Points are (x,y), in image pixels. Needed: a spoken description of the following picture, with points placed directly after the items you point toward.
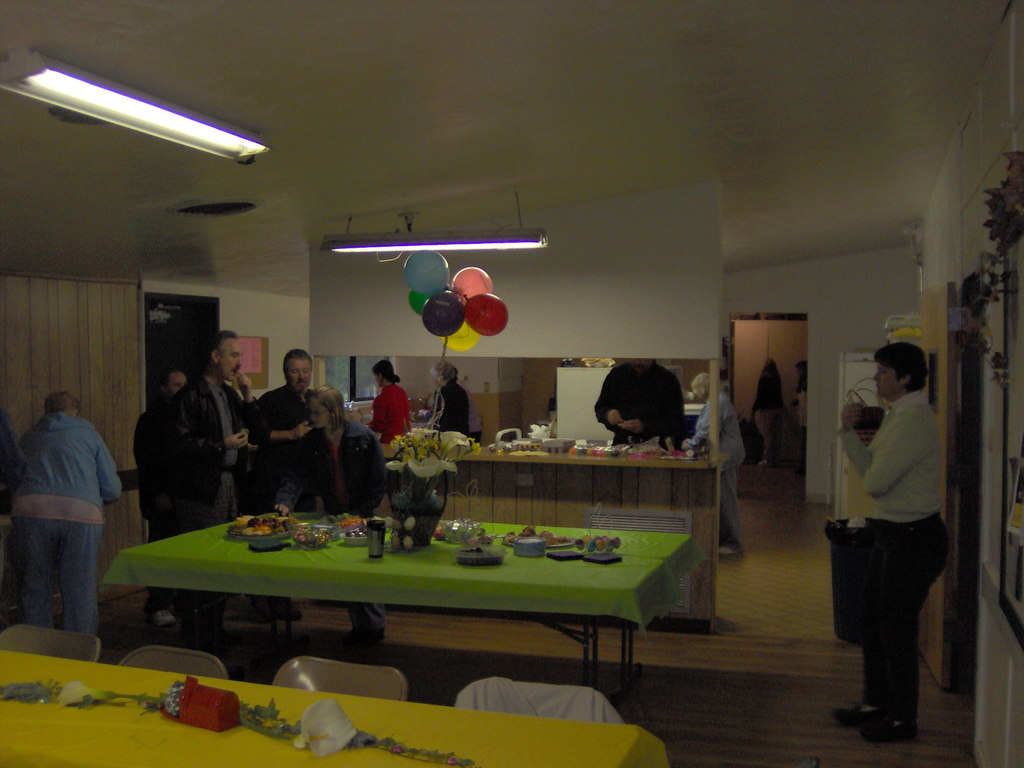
In this picture a group of people (356,435) standing here and on the table (189,553) there food items (325,529) arranged.
